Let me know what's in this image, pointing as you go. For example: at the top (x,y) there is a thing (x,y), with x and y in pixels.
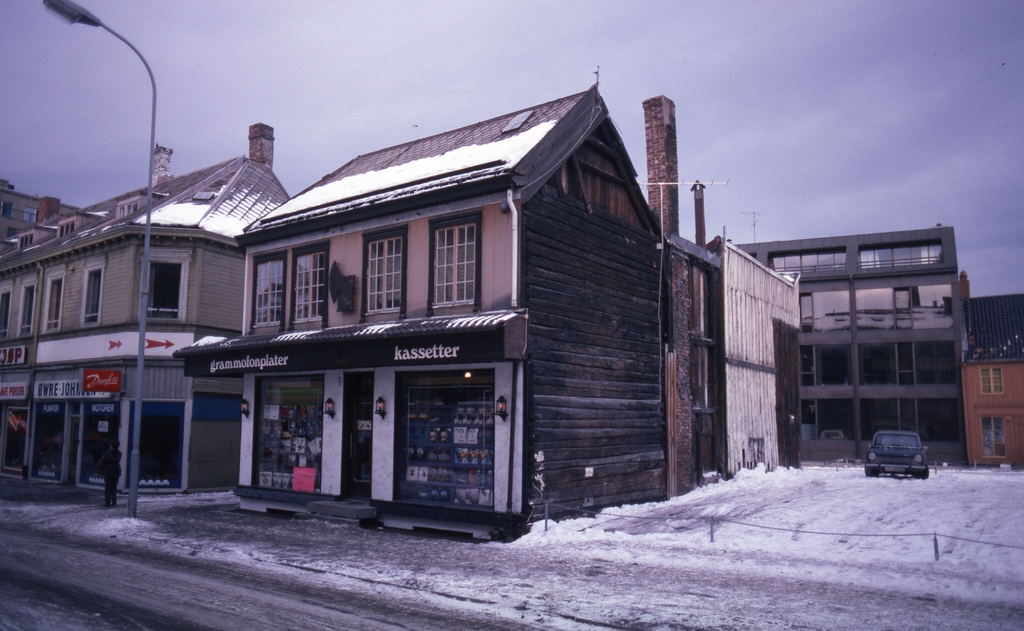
In the center of the image (403,352) we can see buildings (469,209), roof (478,172), windows (370,273), stores (224,385), boards (165,342), electric light pole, wall (238,387). On the right side of the image (894,512) we can see car (874,451), barricades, snow (808,499). At the top of the image (423,39) clouds (425,31) are present in the sky (498,114). At the bottom of the image (304,580) there is a road (300,606). On the left side of the image (113,489) a person (114,446) is there.
